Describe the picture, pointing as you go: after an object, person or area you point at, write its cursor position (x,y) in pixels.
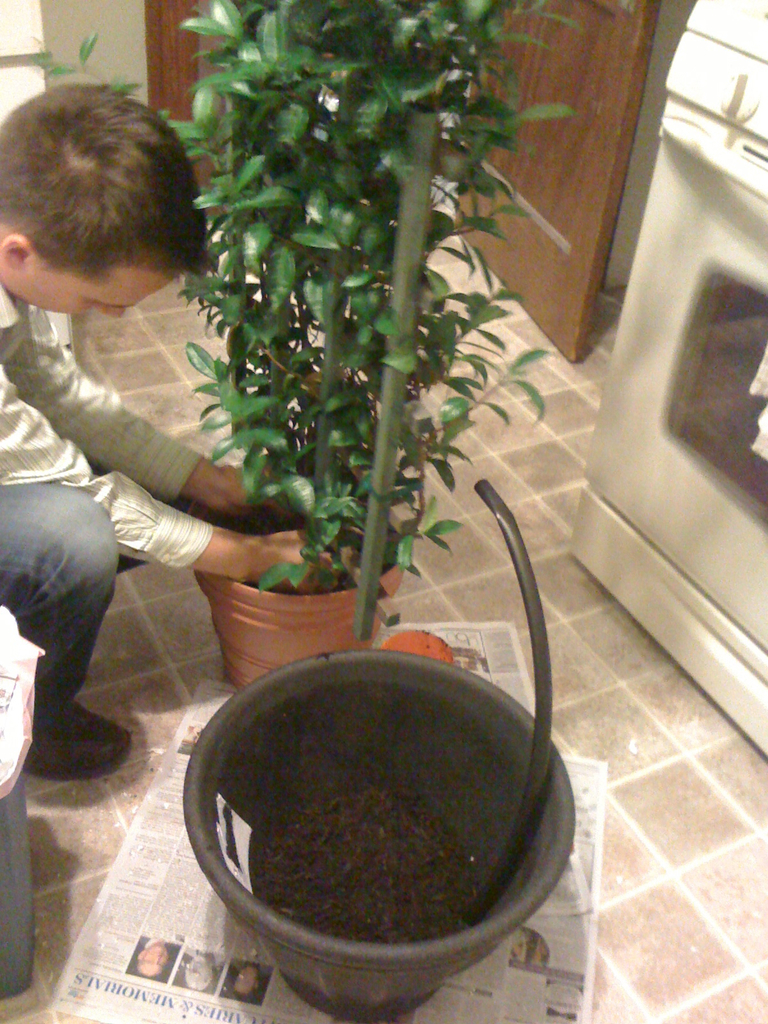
In this image I can see few papers (571,976) on the floor (464,608) and on it I can see a plant (353,530) in a pot (285,601). I can also see a black colour pot (302,707) in the front (450,735). On the left side of this image (92,232) I can see a man (99,585) and on the right side (749,29) I can see a white colour thing (609,426). I can also see a brown colour door (540,293) in the background (602,237).
